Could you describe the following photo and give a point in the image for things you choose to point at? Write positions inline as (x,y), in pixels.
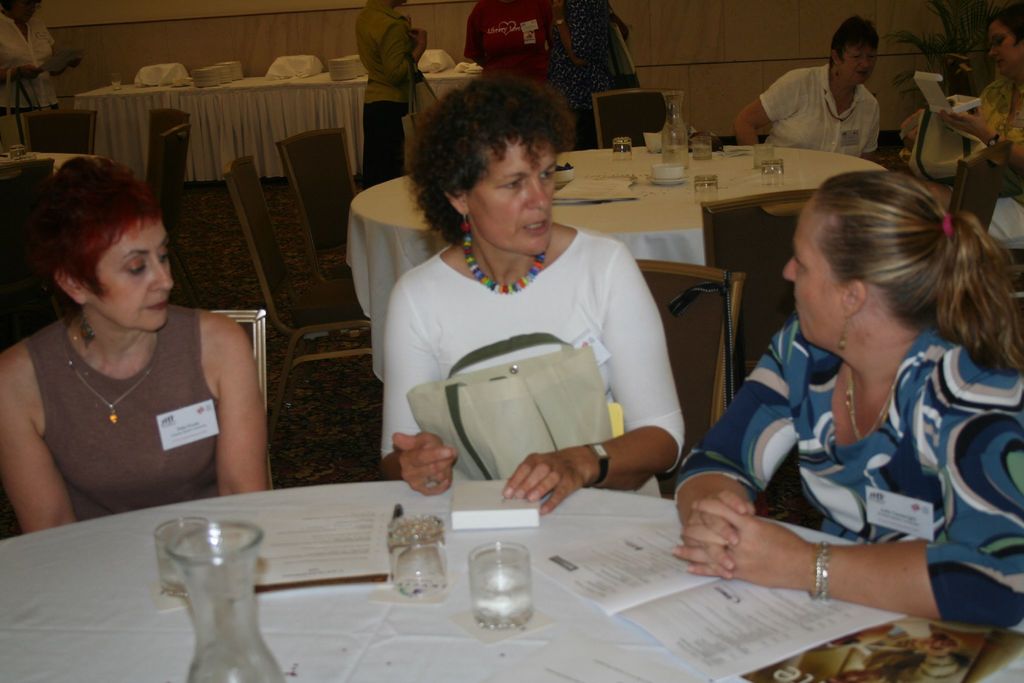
In this image I can see the group of people (858,397) sitting in-front of the table (455,564) and few people (480,22) are standing. These people (502,191) are wearing the different color dresses (827,141). On the table (152,531) I can see the glasses (420,588), papers (607,595) and many objects (217,651). In the background (188,171) I can see the table (204,106) covered with white color cloth (236,129) and there are many plates (196,81) and some objects (177,86) on it. I can see few people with bags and there is a plant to the right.
